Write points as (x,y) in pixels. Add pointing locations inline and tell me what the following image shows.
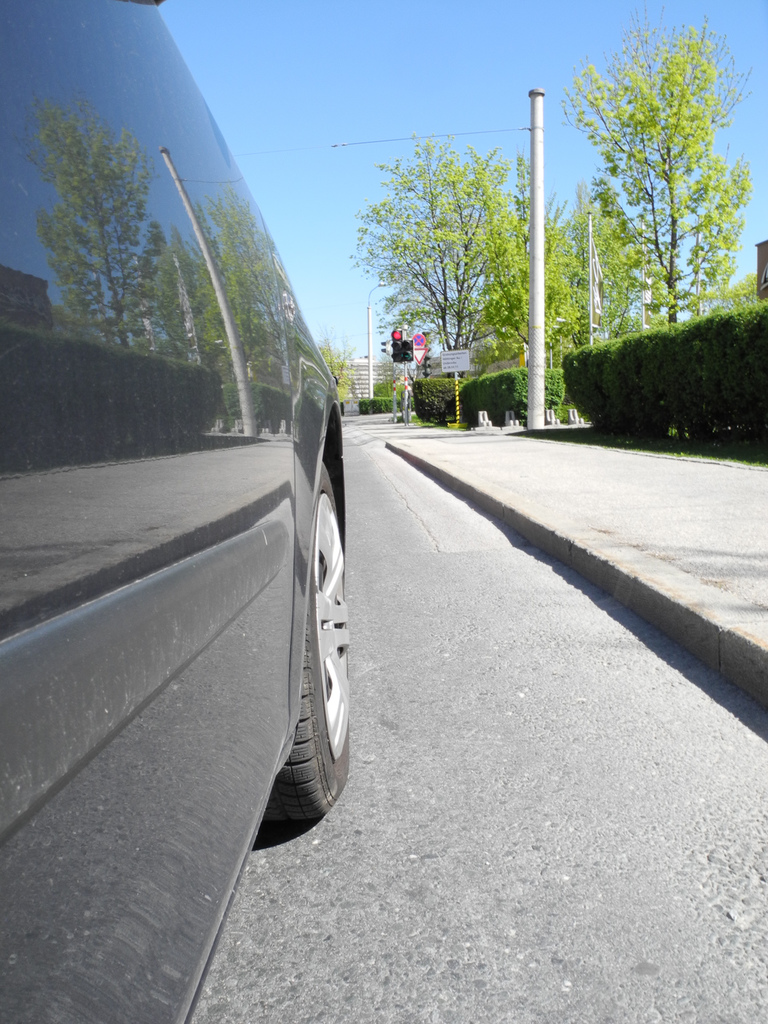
In this picture we can see a vehicle (220,839) on the road (411,775). There is a traffic signal (385,351), few boards (421,357) on the pole (395,374). We can see some trees (472,351) and a building (391,365) in the background (345,381).
